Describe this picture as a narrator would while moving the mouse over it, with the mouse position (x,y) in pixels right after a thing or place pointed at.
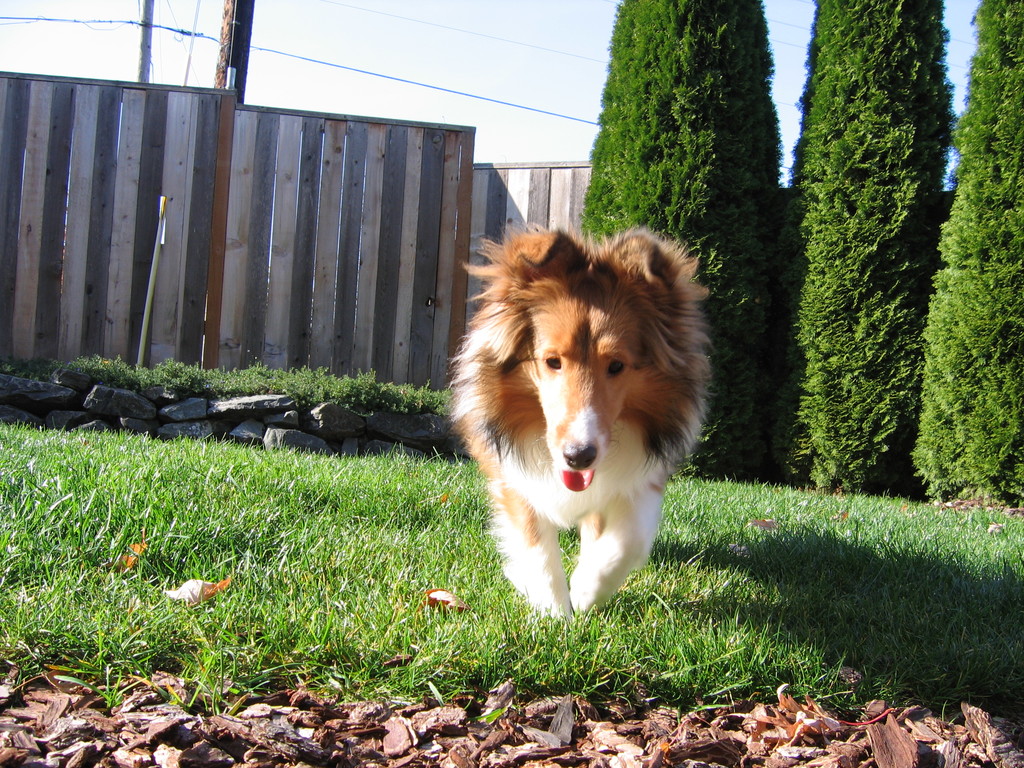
In this picture there is a dog (561,391) who is standing on the ground (863,681). Here we can see grass (574,666). In the back (946,335) we can see trees (657,216) and wooden wall (405,193). On the top left corner (135,24) there is a electric pole (148,11) and wires (454,93). On the top (445,77) we can see sky (450,80) and clouds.
